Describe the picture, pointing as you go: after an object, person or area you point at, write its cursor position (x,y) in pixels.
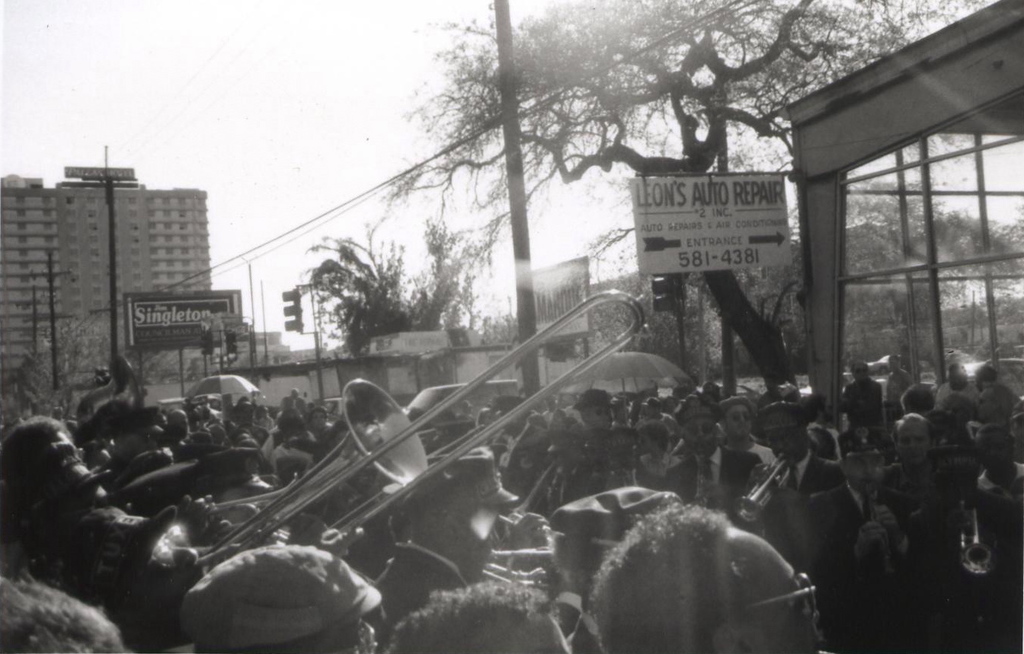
This is a black and white image. I can see groups of people (511,467) standing. Among them few people (487,495) are playing the musical instruments (422,449). This looks like an address board (761,207). I can see the buildings (158,236). These are the trees (890,300). This looks like a hoarding (215,330). Here is an umbrella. I can see a traffic signal (299,308), which is attached to a pole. I think this is a vehicle (439,393). On the right side of the image (873,310), I think this is a glass door (927,251).
